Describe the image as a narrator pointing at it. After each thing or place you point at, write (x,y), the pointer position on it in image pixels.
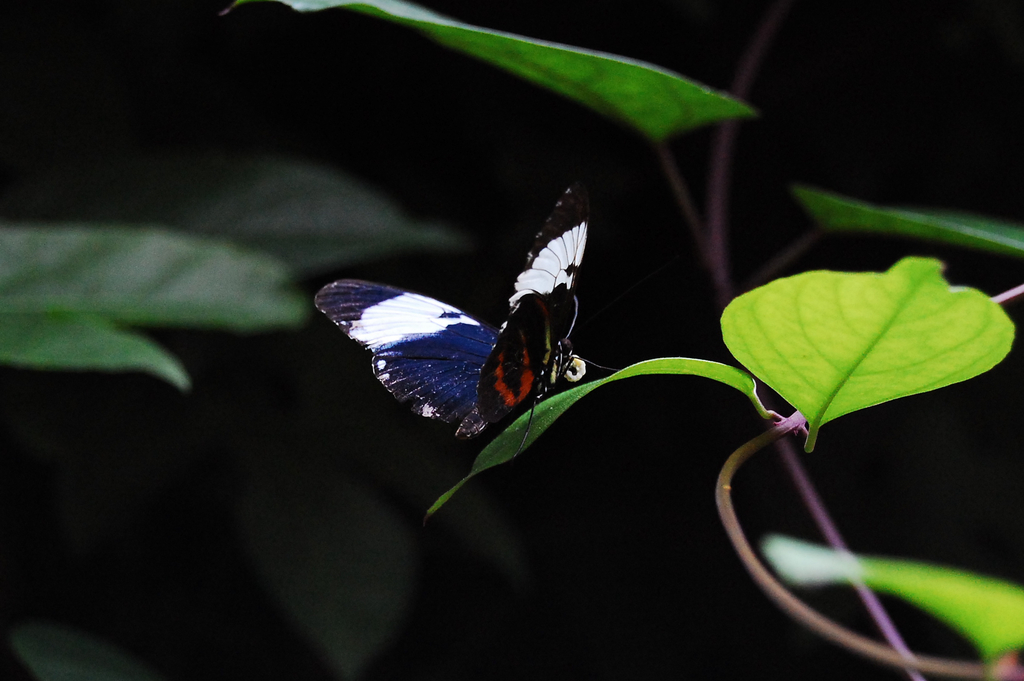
In this image we can see a butterfly (496,369) and also the leaves (259,256) and stems (726,480). The background (192,485) is not clear.
